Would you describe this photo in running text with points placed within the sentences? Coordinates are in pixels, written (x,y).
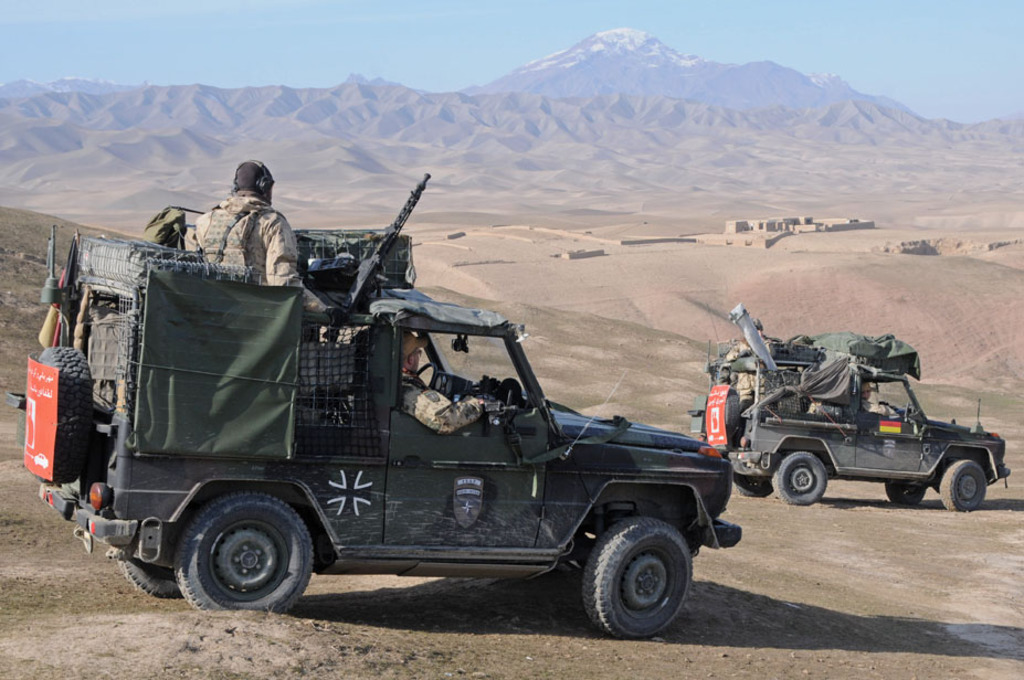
In this image there are two vehicles (610,486) and some persons (472,403) are sitting on vehicles (498,396) and driving, and in the vehicles (143,363) there are some guns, bags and some other objects (830,384). And at the bottom (429,580) there is sand (574,364), in the background (377,171) there are some mountains (609,153). On the top of the image (362,38) there is sky (678,22).
